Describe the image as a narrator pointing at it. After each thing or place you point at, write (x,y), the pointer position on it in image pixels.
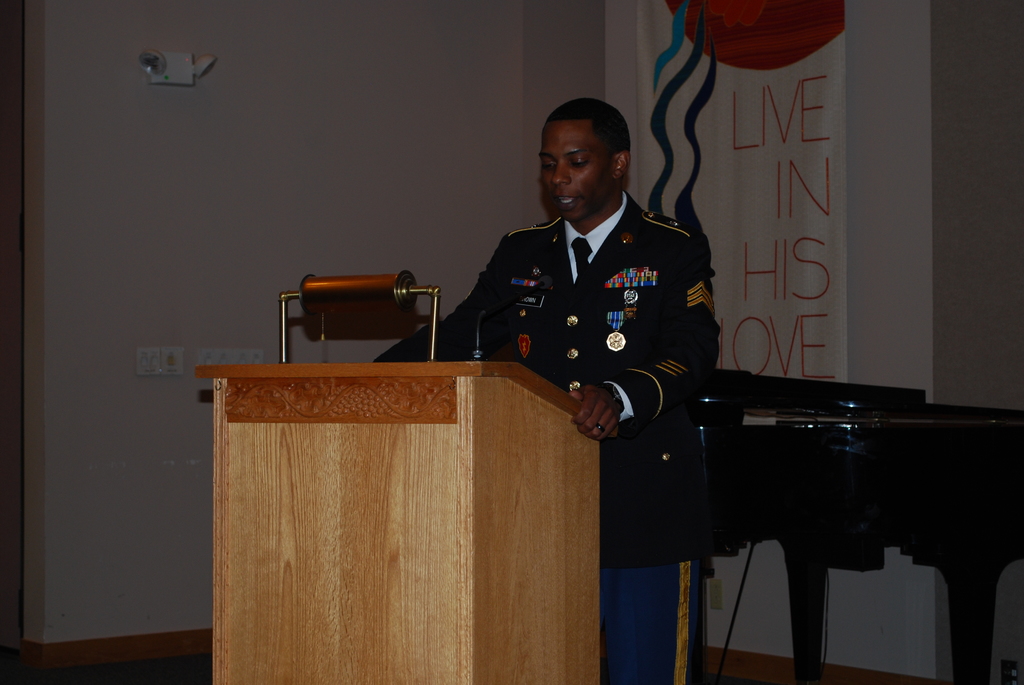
In this picture we can see man (677,535) standing at podium (471,424) and speaking and in background (761,400) we can see piano (778,401), banner (795,178), wall (389,115).
